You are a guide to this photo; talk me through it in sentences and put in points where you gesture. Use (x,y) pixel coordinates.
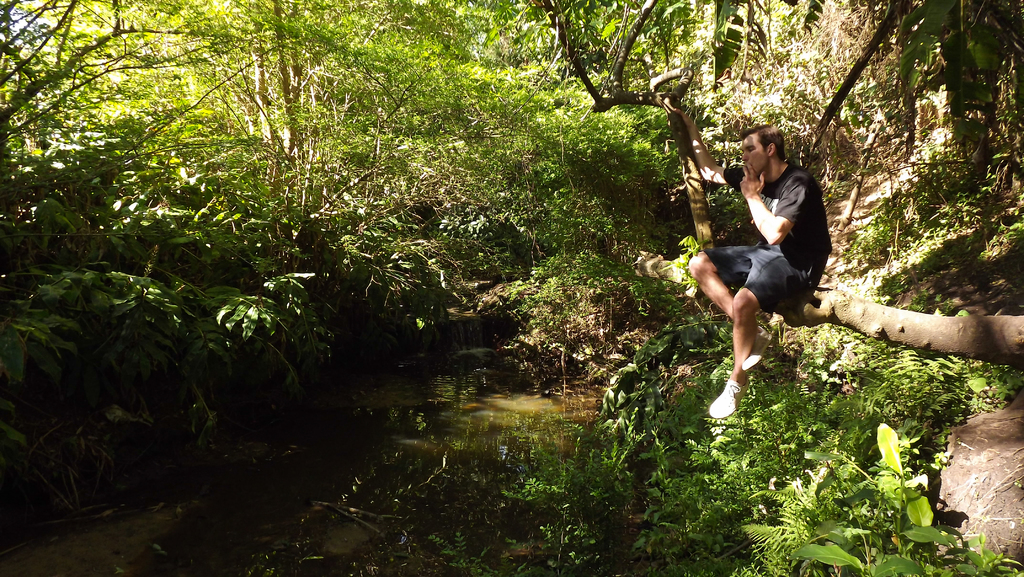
In this picture there is a man (709,264) who is sitting on the tree branch (989,330). He is wearing t-shirt (807,189), short (751,283) and shoe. He is smoking. At the bottom (463,413) i can see the water (487,407) and plants (595,546). In the background (463,136) i can see many trees (777,38). In the top left corner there is a sky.
